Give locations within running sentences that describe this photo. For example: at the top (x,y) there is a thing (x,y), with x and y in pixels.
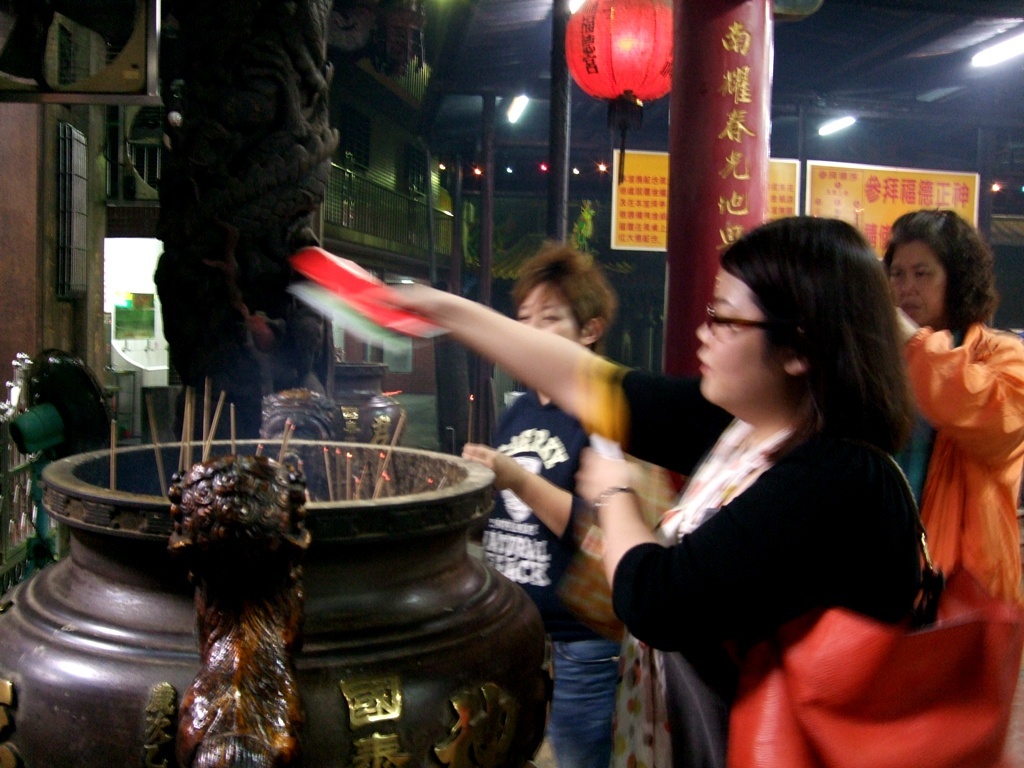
In this image we can see a group of people (665,440) standing beside an antique (438,614). We can also see some sticks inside it and a woman (846,506) holding a paper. On the backside (685,349) we can see a building (376,262), some lights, poles (560,176), the boards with some text (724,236) on it and some ceiling lights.
